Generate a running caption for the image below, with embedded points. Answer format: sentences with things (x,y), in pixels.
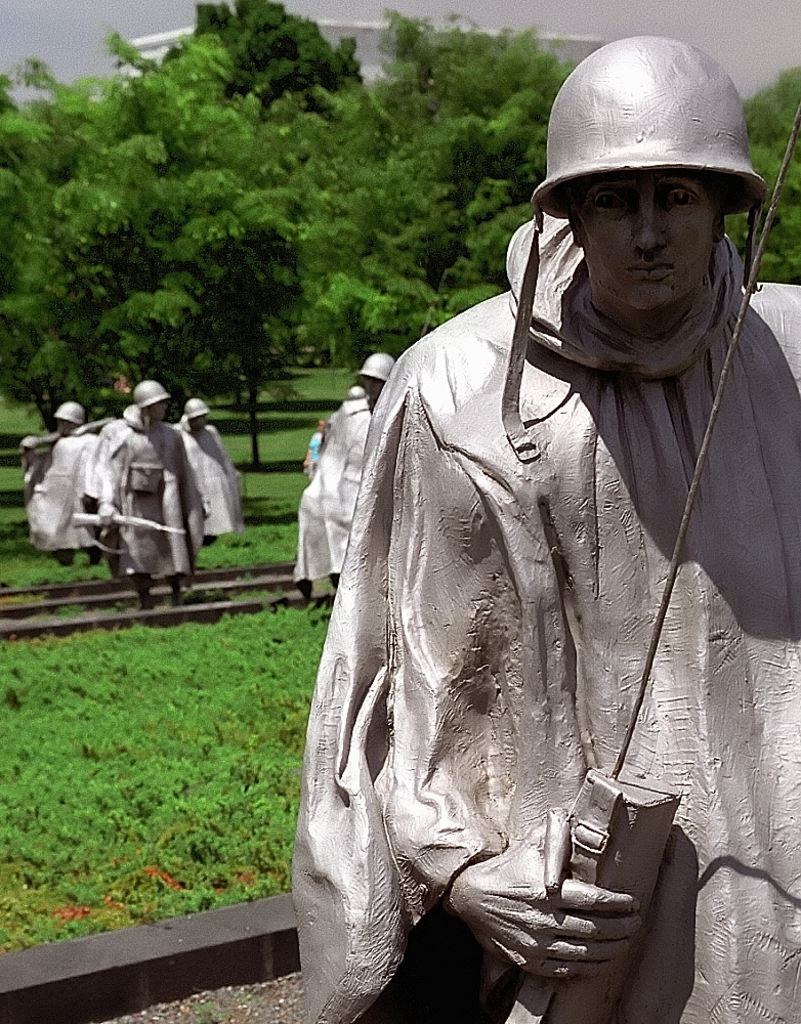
In this image, I can see the grass (173,641) and sculptures of persons (385,624). In the background (179,310), there are trees (263,185), a building (361,41) and the sky (542,27).
